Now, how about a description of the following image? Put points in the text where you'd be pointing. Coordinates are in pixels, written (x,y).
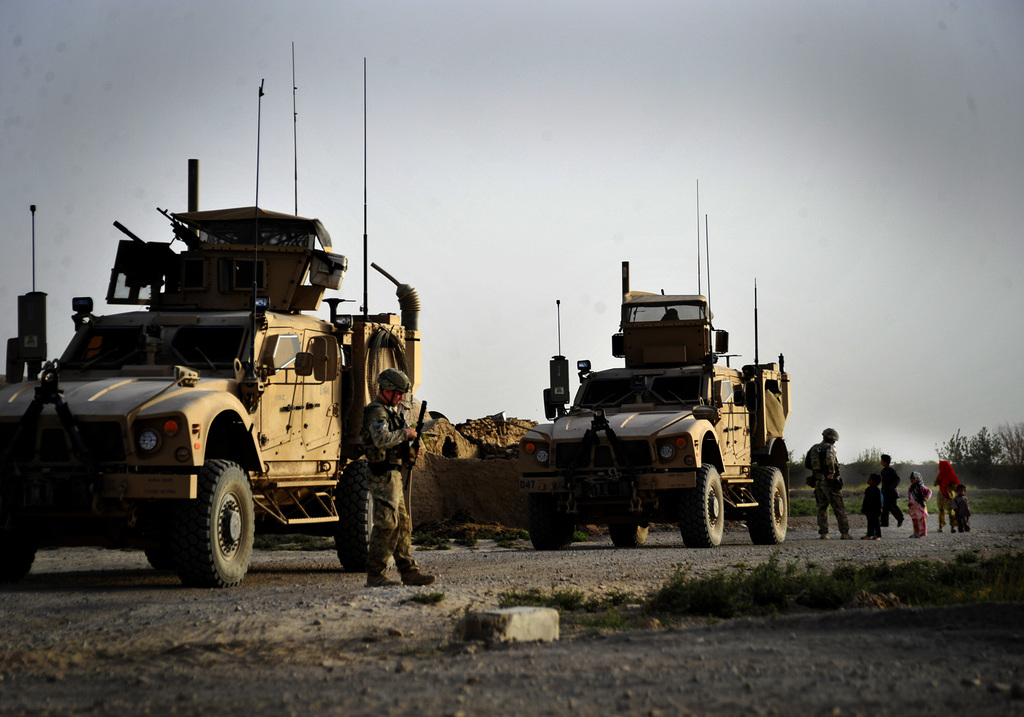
In this image there are two military trucks (273,429) on the road (495,555). At the top (509,123) there is the sky (539,130). On the right side (829,449) there is a military officer (825,482) standing on the ground (808,533). In front of him there are few kids (909,503) standing on the ground (896,545). At the bottom (554,635) there is a stone (529,615), Beside the stone (541,615) there are small plants (783,593). In the background (470,449) there is sand (432,466). In the middle (392,453) there is an officer (390,477) standing on the ground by holding the gun (416,445).
